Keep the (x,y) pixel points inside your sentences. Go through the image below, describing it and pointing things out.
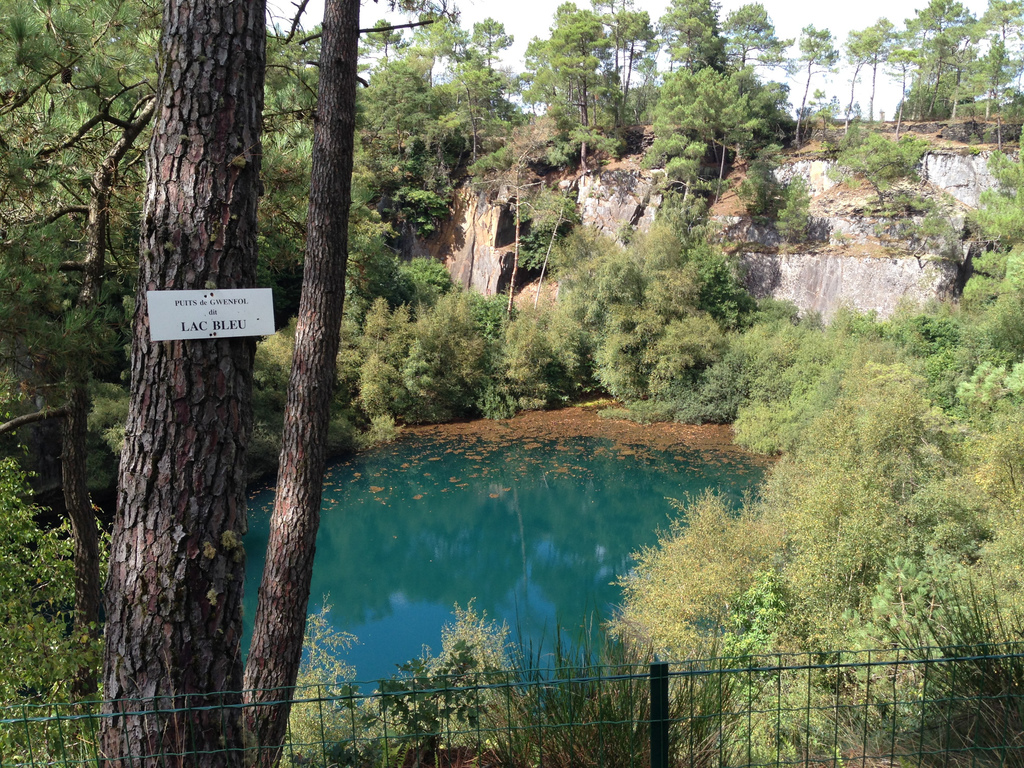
In this picture I can see a board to the tree trunk (228,723), there are plants (486,353), trees (419,403), there is water (528,481), fence (658,759), and in the background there is the sky (840,107).
